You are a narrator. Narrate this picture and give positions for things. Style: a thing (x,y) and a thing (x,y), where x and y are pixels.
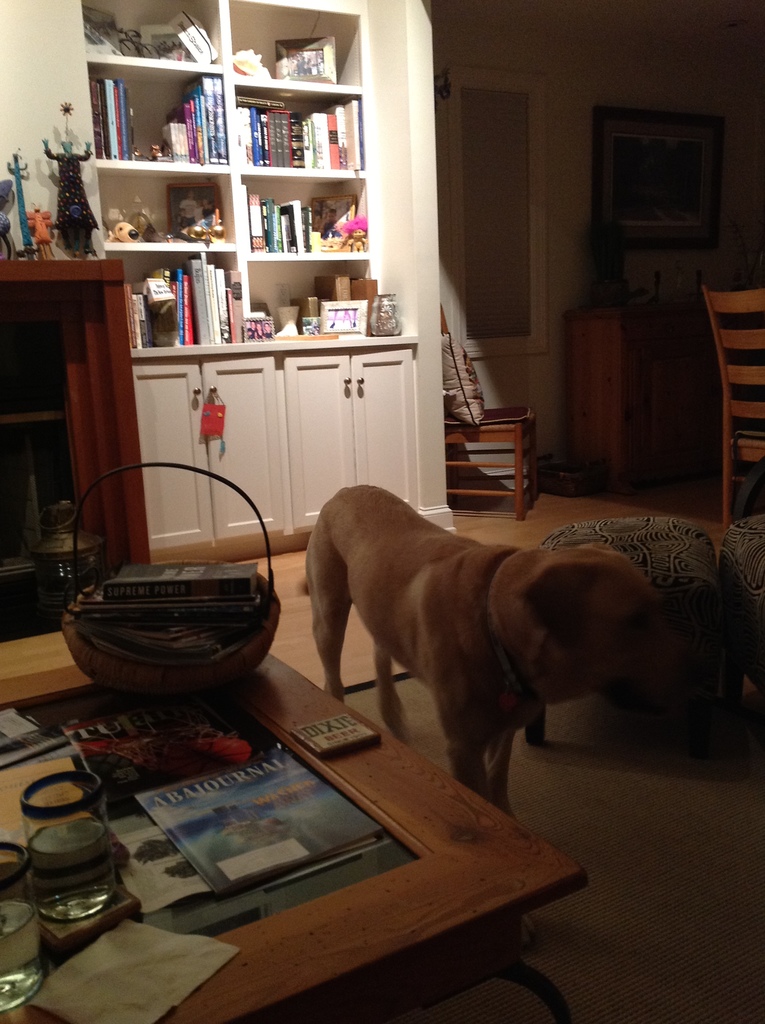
This is a room (464,805). And in this room (397,872) there is a table (351,936). On the table (342,927) there are some books (168,768), two glasses (70,890) with water (70,840) also a basket (150,665) containing some books (195,624). Near to the table (374,793) there is a dog (422,607) and two chairs (448,440) are there. In the background (321,313) there is a cupboard (242,368). In this cupboard (263,271) there are many things (304,123). It includes books (281,137), some toys (67,213), photo frame (324,306) etc. And on the wall (580,158) there is a photo frame (628,210).
